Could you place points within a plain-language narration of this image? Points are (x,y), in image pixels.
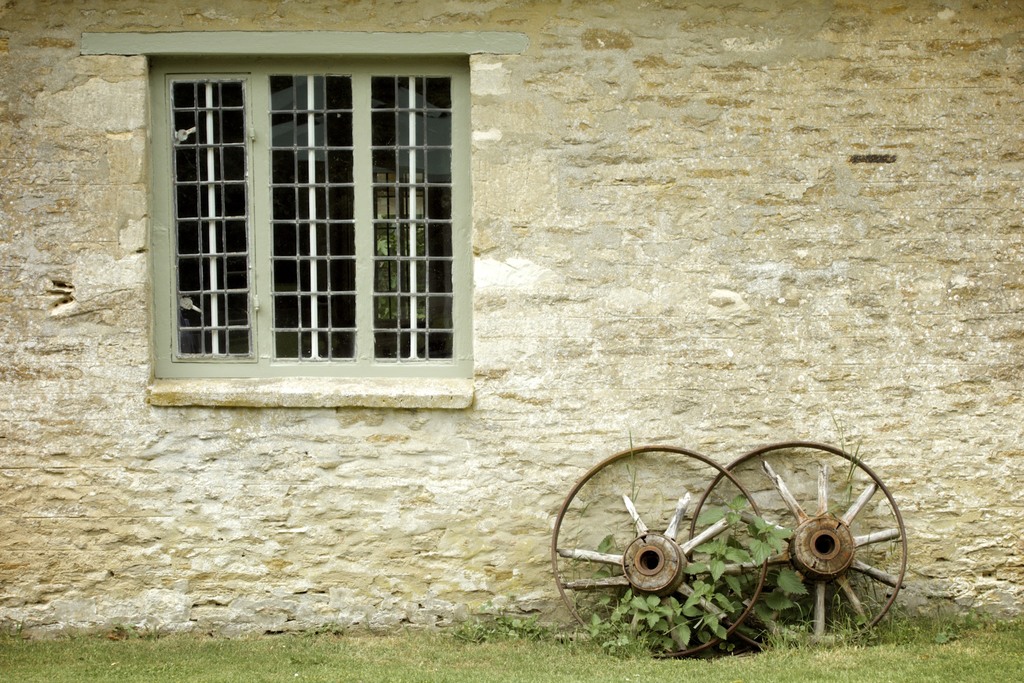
In this image we can see the building wall (624,406) and also the window (377,261). We can also see the wheels (713,531), plant (663,612) and also the grass (561,660).
